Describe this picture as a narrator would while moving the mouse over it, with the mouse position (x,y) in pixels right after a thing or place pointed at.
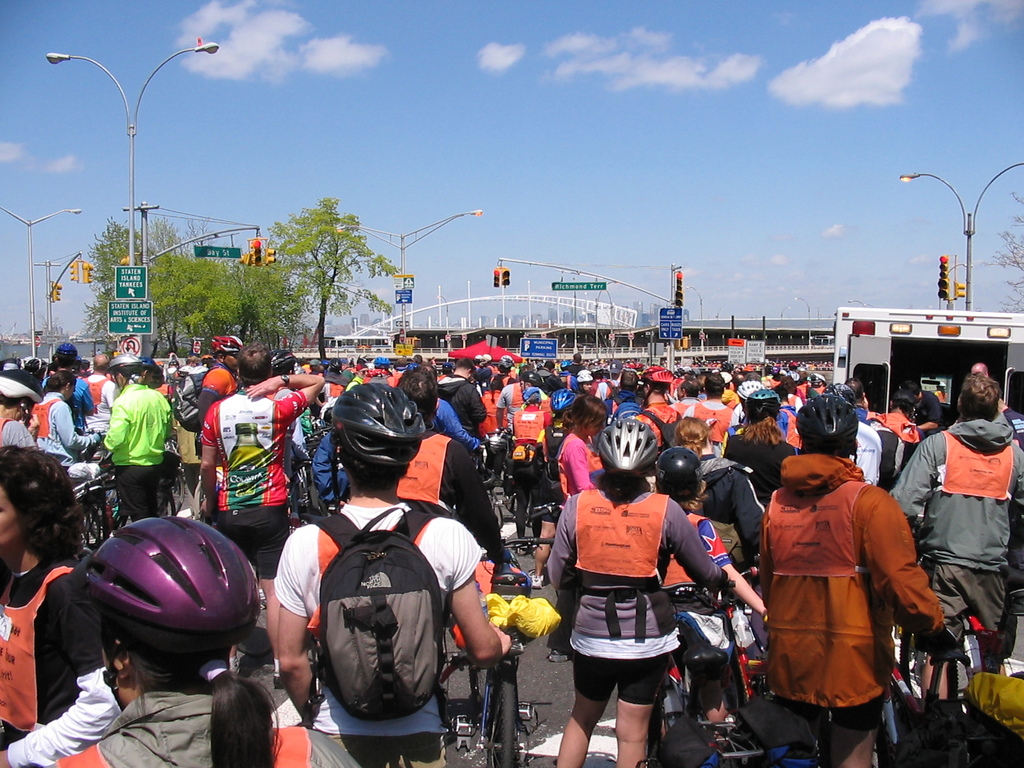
Here we see a group of people (815,608) standing on road (559,668) with their bicycles (483,710). In the middle of the picture (629,320), we see bridge (523,328) and beside that, we see trees (345,272). On the left corner of the picture (32,291), we see a pole (156,254) and street lights (75,214). On the right corner of the picture (941,258), we see traffic lights (945,293) and on top of this picture (425,54), we see sky (577,7) and clouds (753,62).
